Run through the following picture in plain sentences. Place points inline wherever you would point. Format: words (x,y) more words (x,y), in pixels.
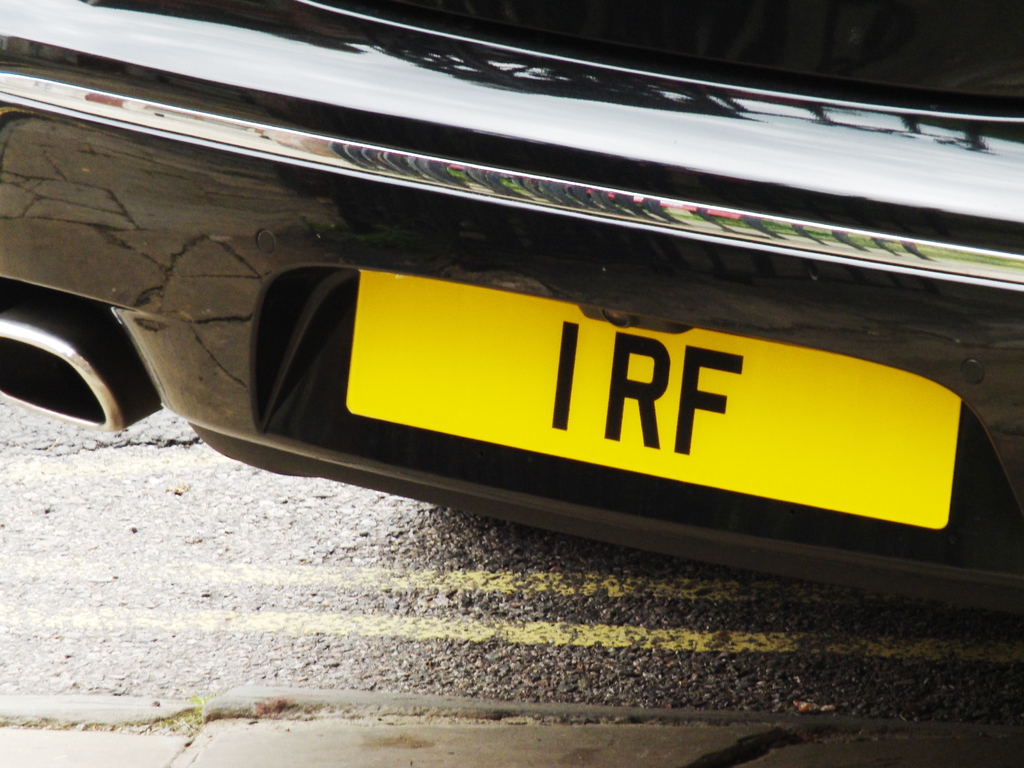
In this image there is a vehicle (540,183) truncated towards the top of the image (503,124), there is text (561,406) on the vehicle (543,380), there is road (319,643) truncated.
